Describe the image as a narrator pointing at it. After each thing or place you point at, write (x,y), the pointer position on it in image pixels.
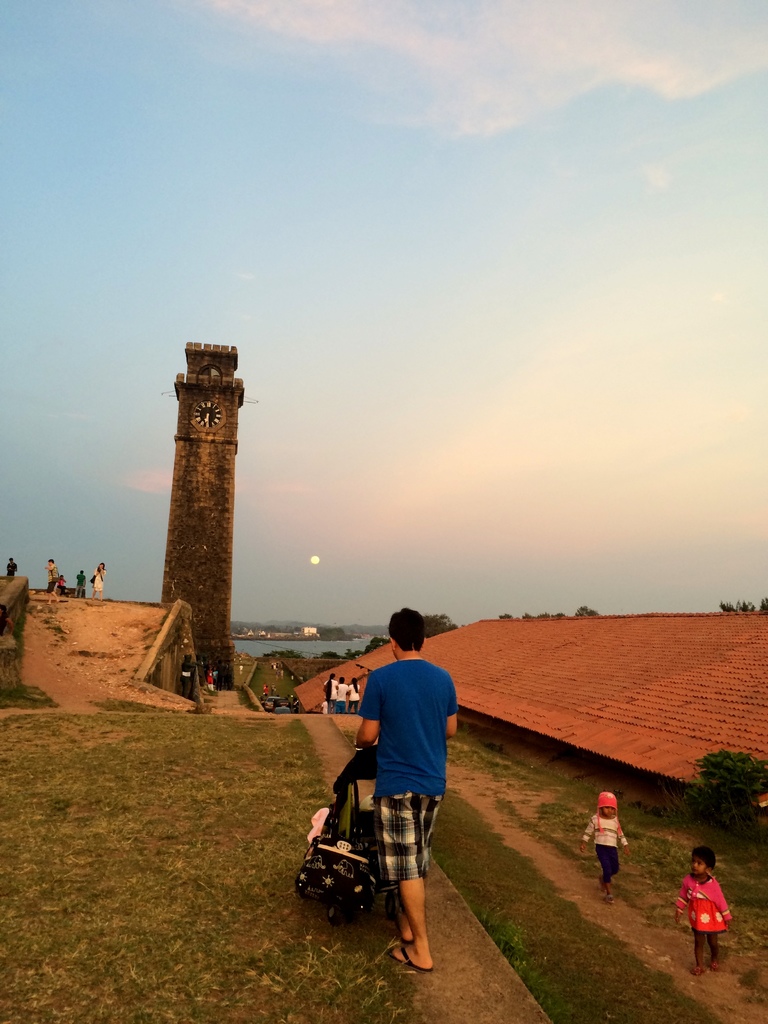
In this picture there are few persons (225,666) standing and there is a clock tower (192,452) in front of them and there are trees (287,653) and water (297,645) in the background (333,645).
